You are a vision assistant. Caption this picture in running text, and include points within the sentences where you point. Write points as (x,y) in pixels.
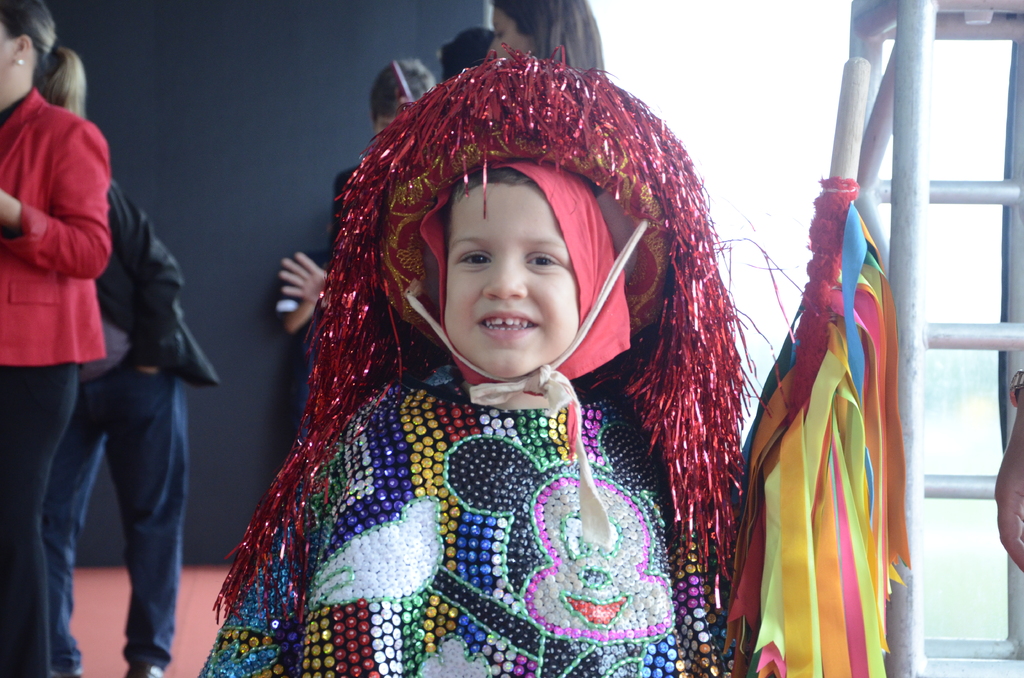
This image consists of some persons (438,510) in the middle (398,368). She is a kid (360,446). She is wearing sequin dress (483,471).
